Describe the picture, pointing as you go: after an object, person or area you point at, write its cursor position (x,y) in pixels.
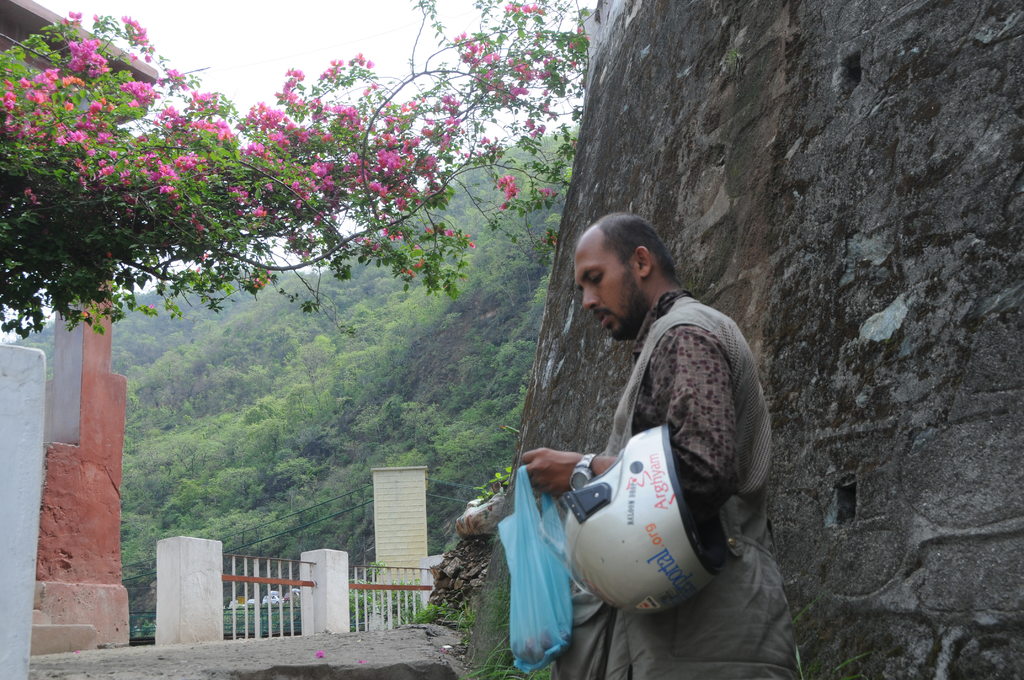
In this image, we can see a man (648,279) holding helmet (614,552) and plastic bag (544,567) in his hands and in the background (515,153), there is a hill (334,398) and there are many trees (342,386) and we can see gates (354,608), at the bottom (364,594).
